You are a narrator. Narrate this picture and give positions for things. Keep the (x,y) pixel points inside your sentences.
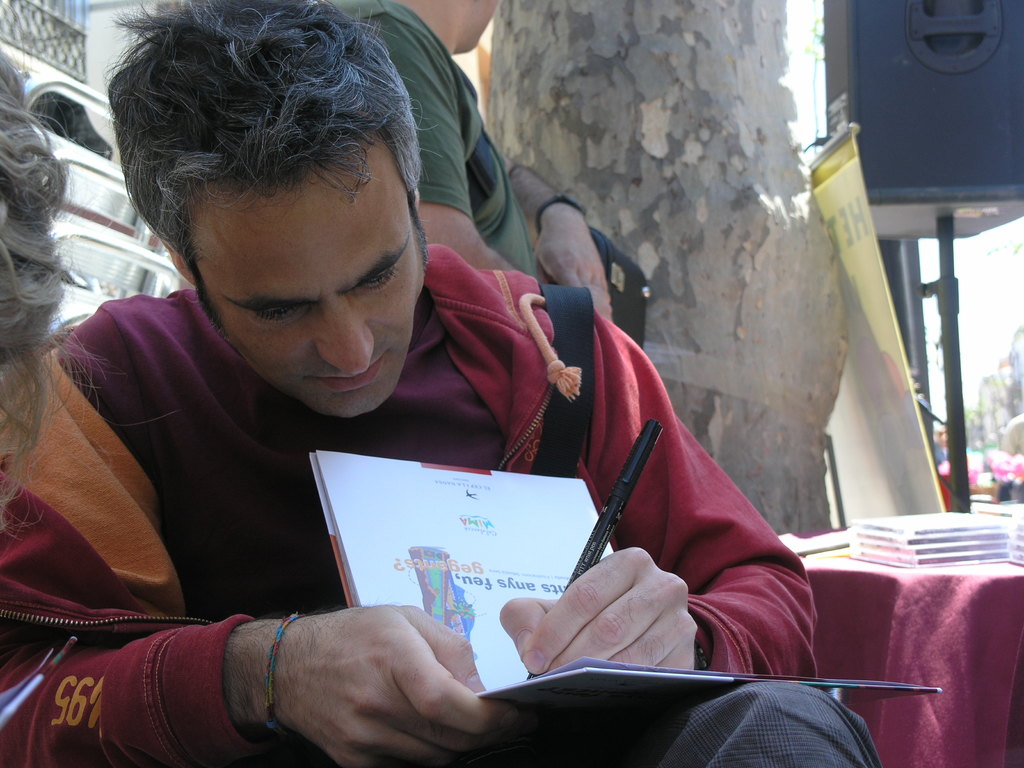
In the center of the picture (378,382) there is a person (331,443) wearing red jacket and writing in a book (367,559). On the right (840,567) there is a table (919,578), on the table (991,578) there are books (944,555). In the background (860,121) there are speaker (952,119), tree (705,90), board (881,294) and building (53,67). In the center of the picture (594,263) there is a person (508,209) standing near the tree (622,241).
